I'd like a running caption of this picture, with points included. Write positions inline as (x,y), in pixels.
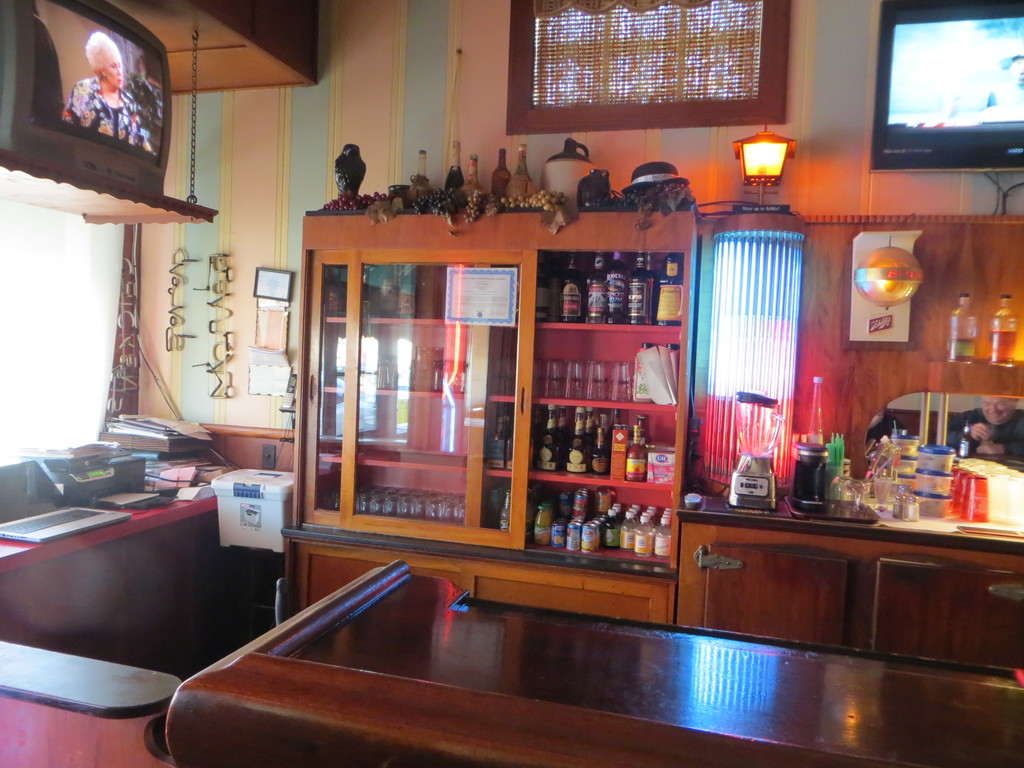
In this image we can see some bottles (553,462) and glasses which are placed in a cupboard (509,538). On the right side (766,440) we can see a mixer (758,451), some bowls (941,514) and devices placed on a table (886,512). On the left side (180,481) we can see some objects (168,492) on a table (195,564), a container (229,536) and a television (83,177). In the background (646,81) we can see the screen (1016,12), a lamp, a window (661,81) and some frames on a wall (264,189).
